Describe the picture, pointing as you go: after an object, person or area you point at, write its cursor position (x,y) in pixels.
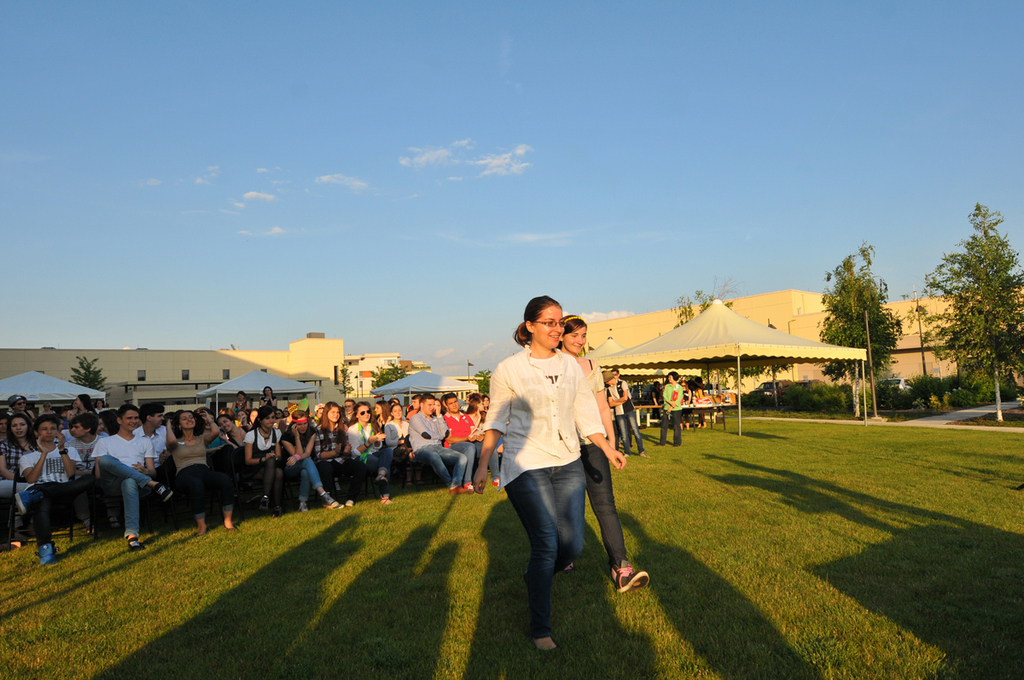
In this image in the front (551,468) there are persons (552,446) walking and smiling. In the background (294,442) there are persons (315,421) sitting and standing, there are tents (663,367), buildings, trees (991,328) and the sky (406,212) is cloudy and there is grass (818,583) on the ground (850,552).
